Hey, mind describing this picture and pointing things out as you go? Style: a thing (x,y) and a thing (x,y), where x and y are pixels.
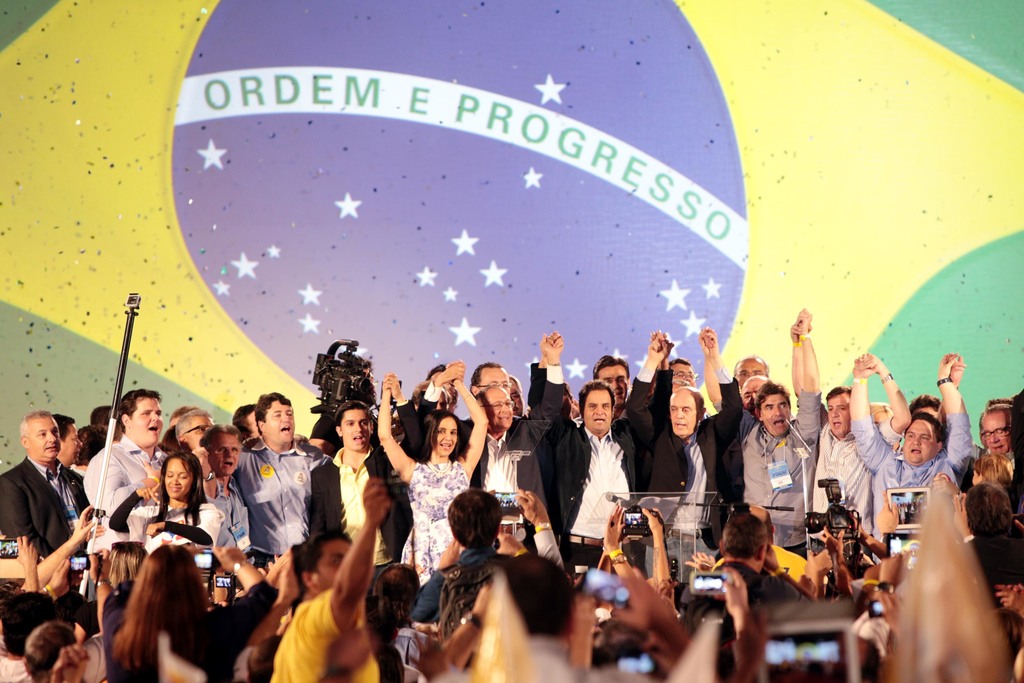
In this image we can see some group of persons (692,485) standing on stage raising their hands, in the foreground of the image (206,653) there are some persons (479,627) standing and holding cameras (832,496) in their hands (639,619) and in the background of the image (331,292) there is a person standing and holding camera (348,382) and there is a screen (513,204) which is in yellow, blue and green color.
